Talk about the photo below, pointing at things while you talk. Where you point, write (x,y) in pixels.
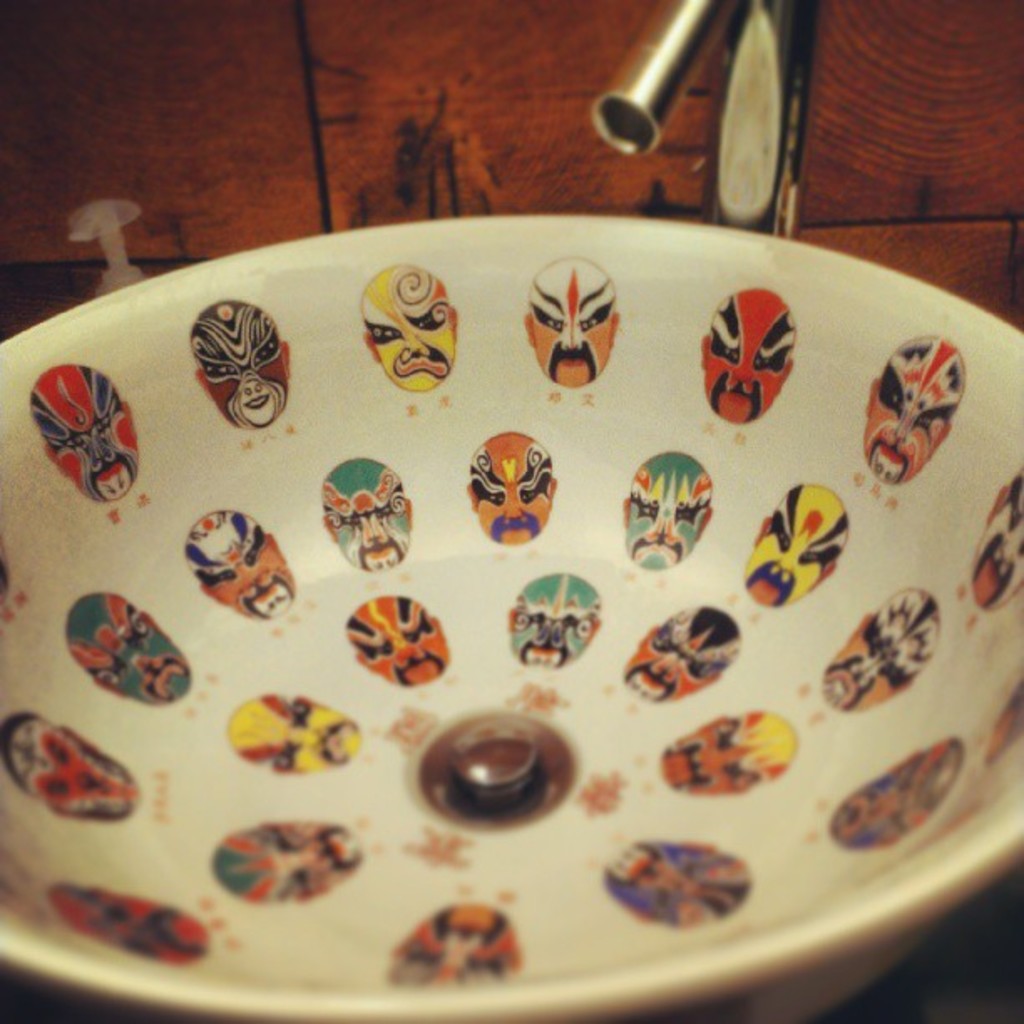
In this picture I can see a bowl (447,440) of white color with some stickers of faces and it is having a background of wood (384,36) and I can see a metal object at the top of the picture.
